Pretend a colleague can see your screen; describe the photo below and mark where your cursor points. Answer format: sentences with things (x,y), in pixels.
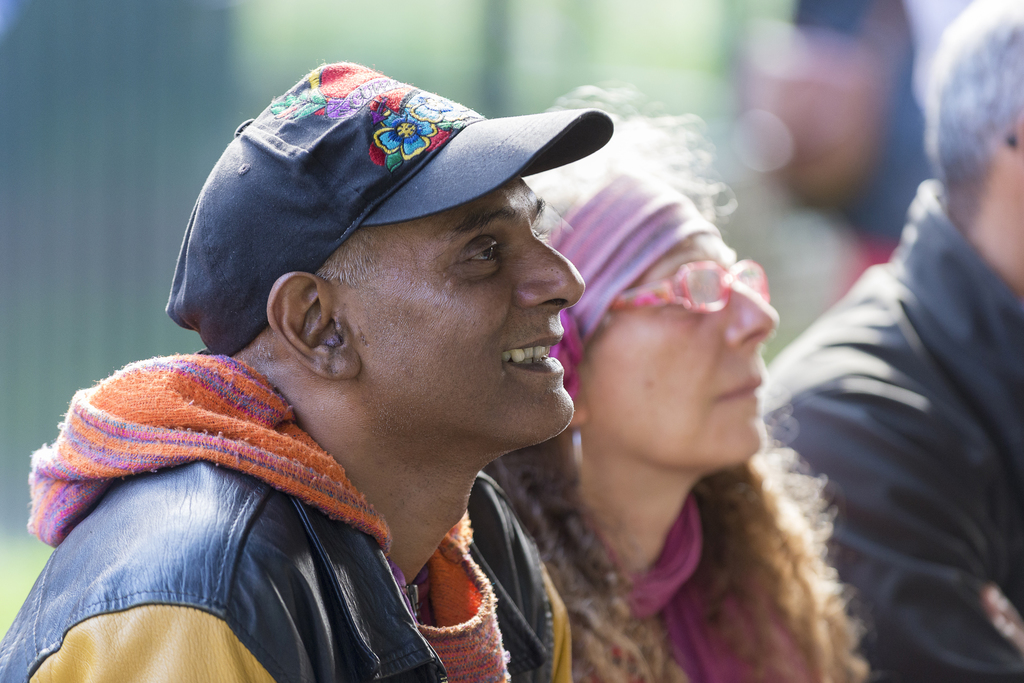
In this image I can see few people (612,420) and in the front (321,380) I can see a man (314,366) is wearing a cap (447,188) and a jacket (271,565). I can also see this image is little bit blurry in the background (3,580).
